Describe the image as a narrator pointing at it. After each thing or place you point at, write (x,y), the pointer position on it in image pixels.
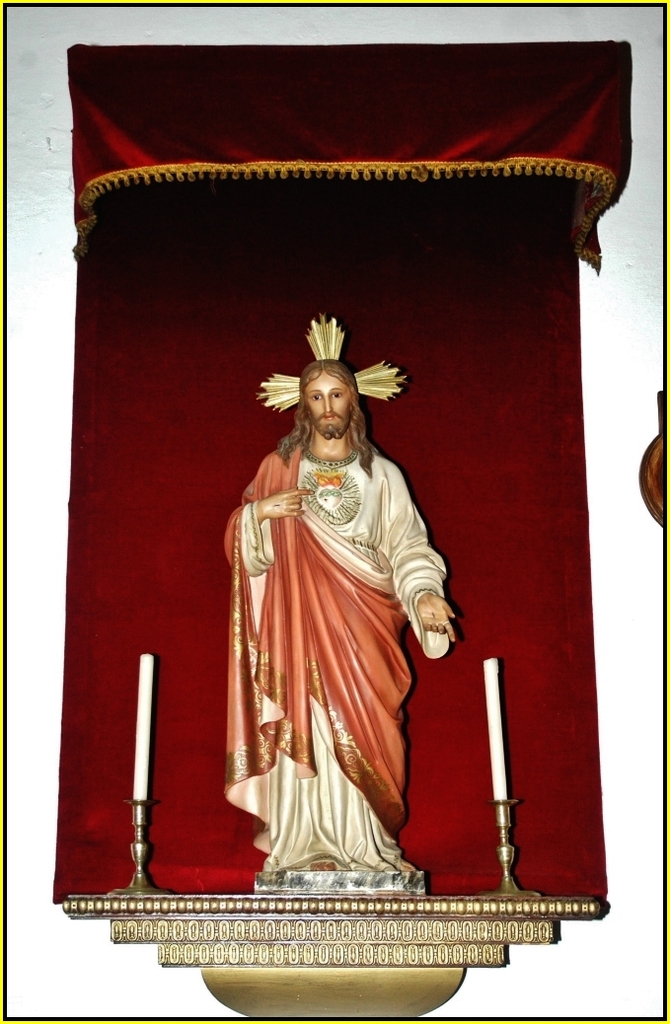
In the center of the image (324,538) there is a statue (325,764). On both sides of the statue (381,822) there is a candle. In the background (68,101) there is a wall (22,683).
